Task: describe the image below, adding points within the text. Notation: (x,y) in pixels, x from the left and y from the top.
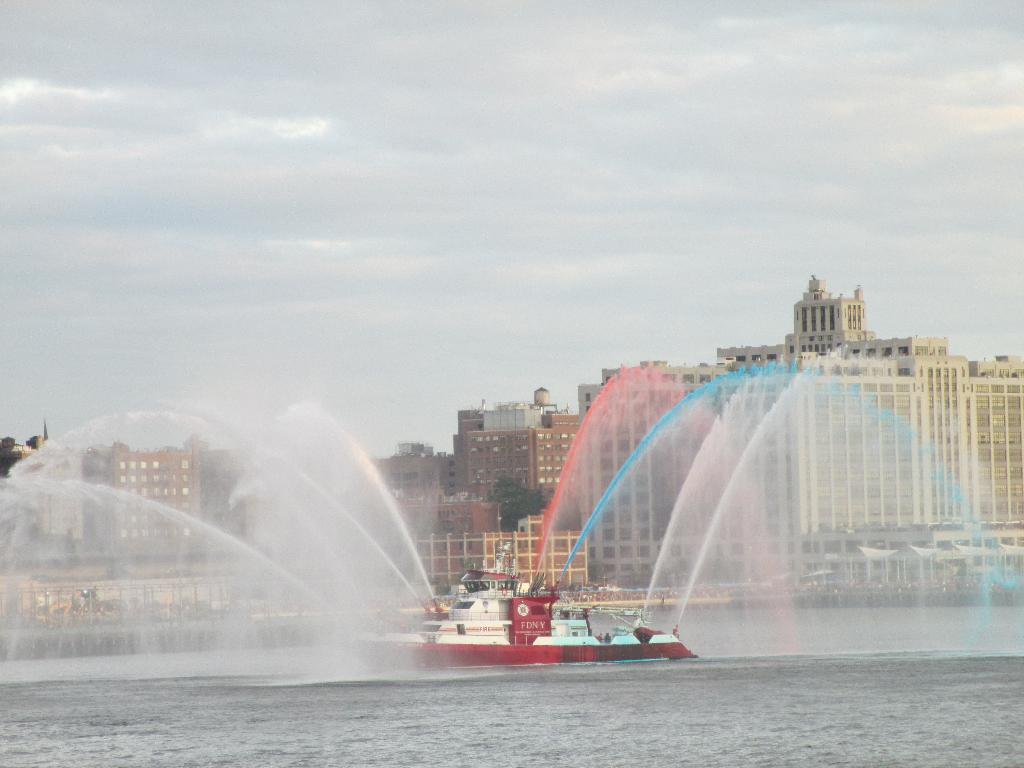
In the center of the image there is a ship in the water (657,716). In the background of the image (832,445) there are buildings (580,418) and sky (583,83).
